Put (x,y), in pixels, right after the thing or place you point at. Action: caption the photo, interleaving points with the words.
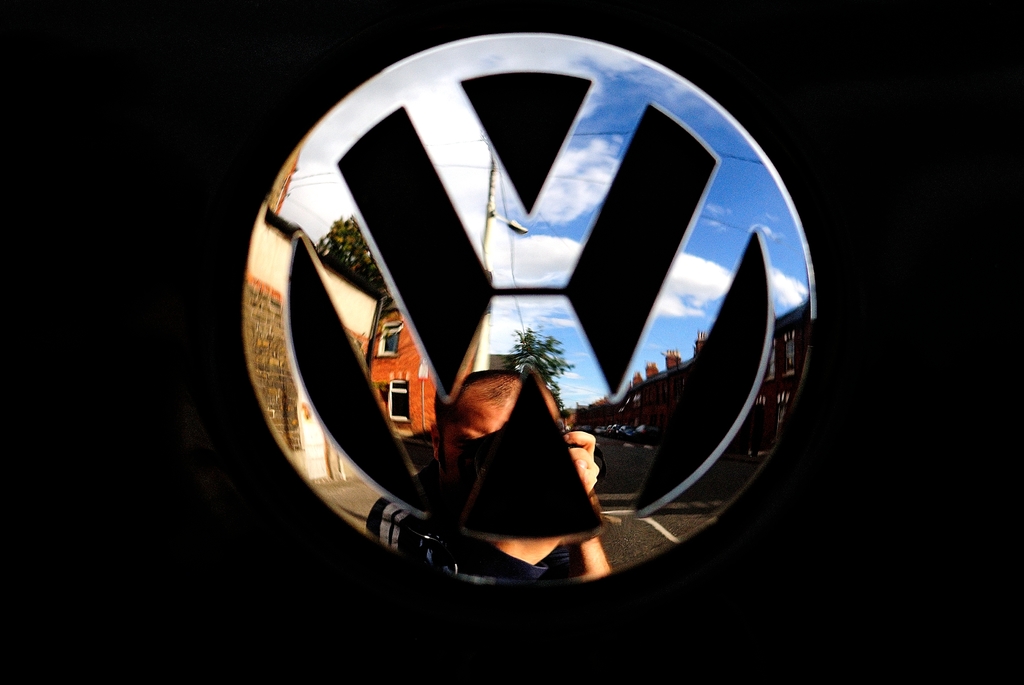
In the image on the black surface (638,43) there is a logo (411,252) of a car (301,286). On that logo (351,291) there is a reflection (416,429) of buildings (407,358), trees (366,252), road (654,547) and a man (503,400).
